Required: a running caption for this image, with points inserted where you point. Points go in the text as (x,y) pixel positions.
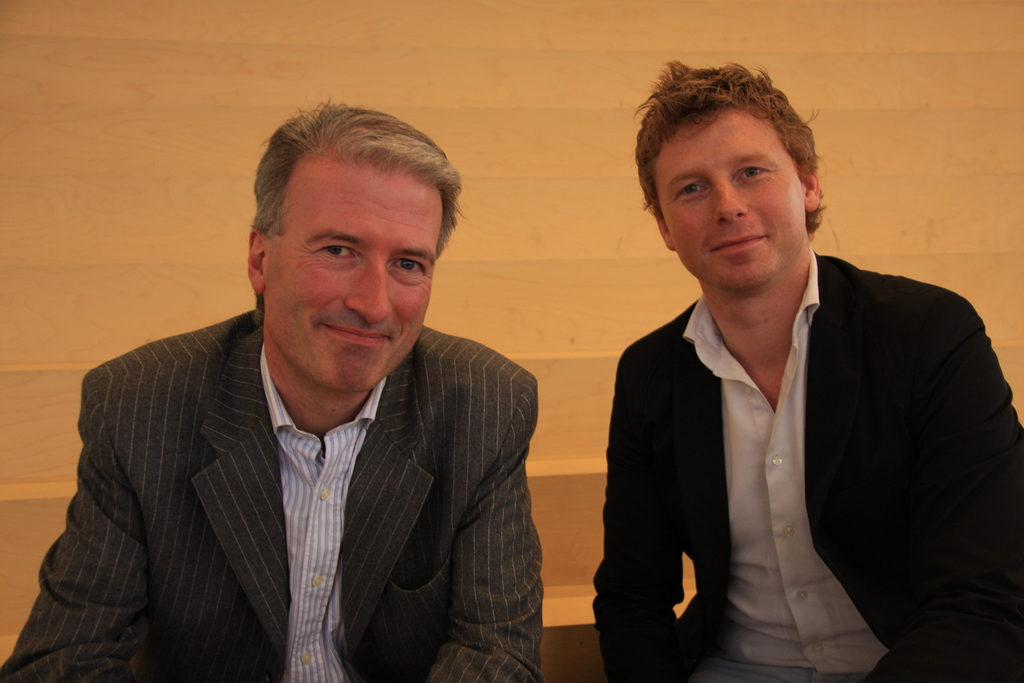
In this image I can see two persons (687,394), the person (680,414) at right (834,412) wearing black color blazer (906,410), white color shirt (779,525) and the person (430,527) at left (175,504) wearing gray color blazer (199,490), white shirt (298,489). At the back (207,306) wall (136,51) is in cream color.
